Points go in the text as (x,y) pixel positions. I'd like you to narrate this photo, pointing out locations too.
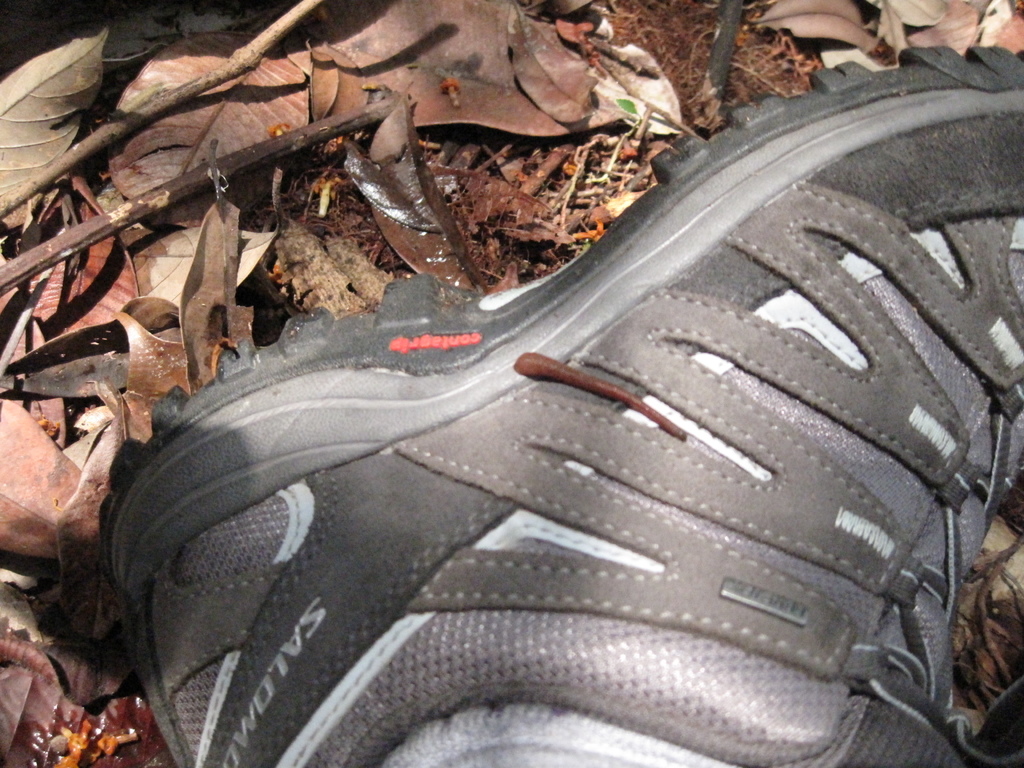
In this image we can see shoe (478,381) and shredded leaves (461,224).
